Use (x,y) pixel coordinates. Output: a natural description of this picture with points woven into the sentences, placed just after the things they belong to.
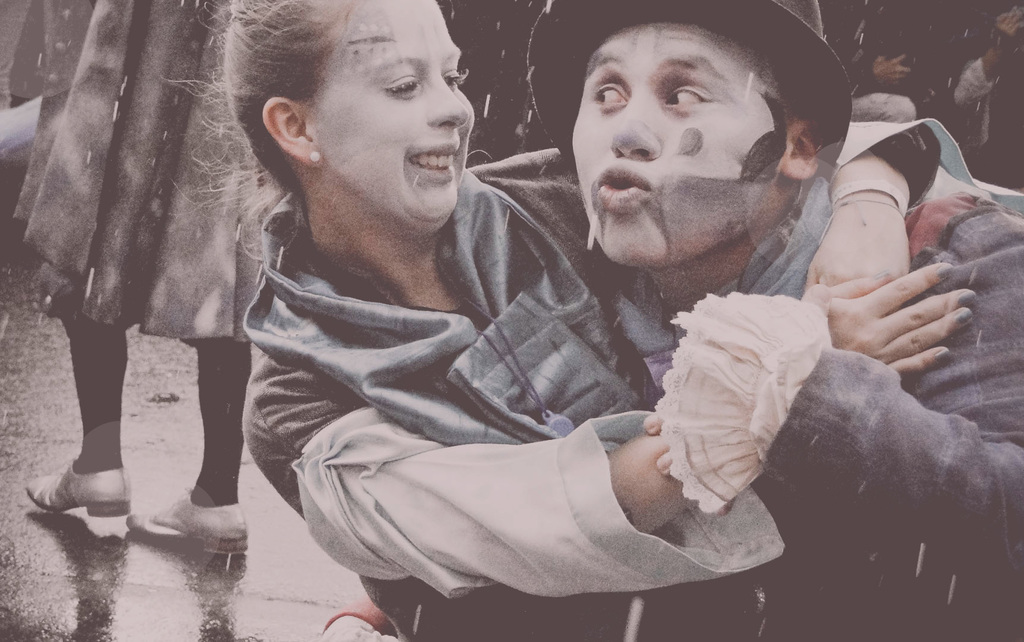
In the foreground of this image (504,454), there is a man (964,456) and a woman (894,340) having makeup (742,162) on their faces (384,119) and they are hugging. In the background (190,186), there are people (177,172) on the road (170,603).
